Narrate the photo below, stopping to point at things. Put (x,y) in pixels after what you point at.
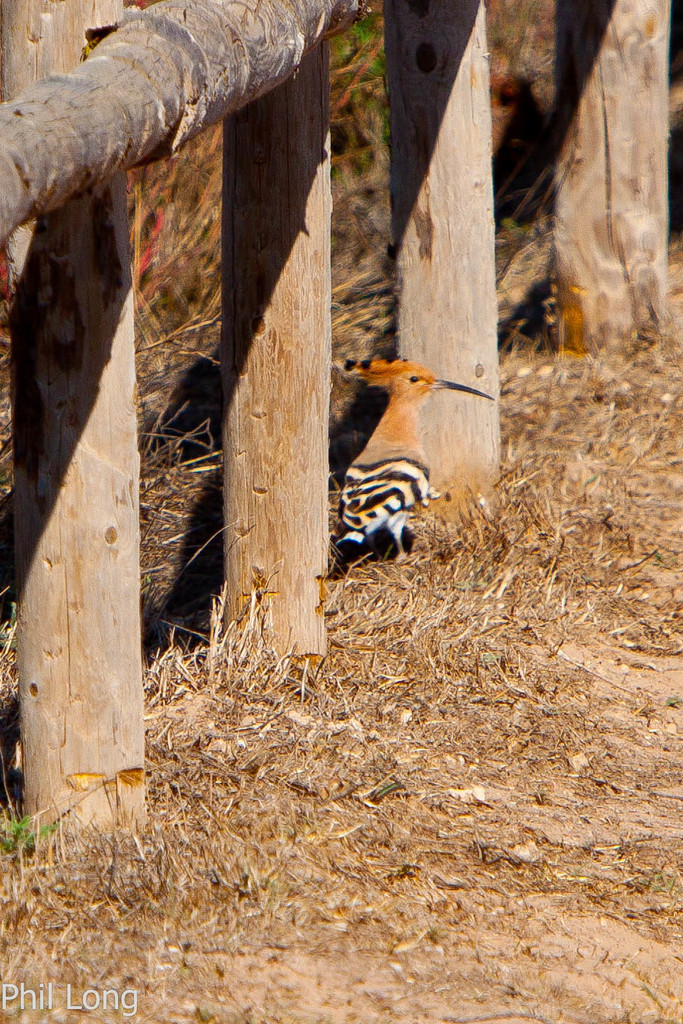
In this picture there is a boundary (401,336) on the left side of the image (205,402) and there is a bird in the center of the image (384,469).
